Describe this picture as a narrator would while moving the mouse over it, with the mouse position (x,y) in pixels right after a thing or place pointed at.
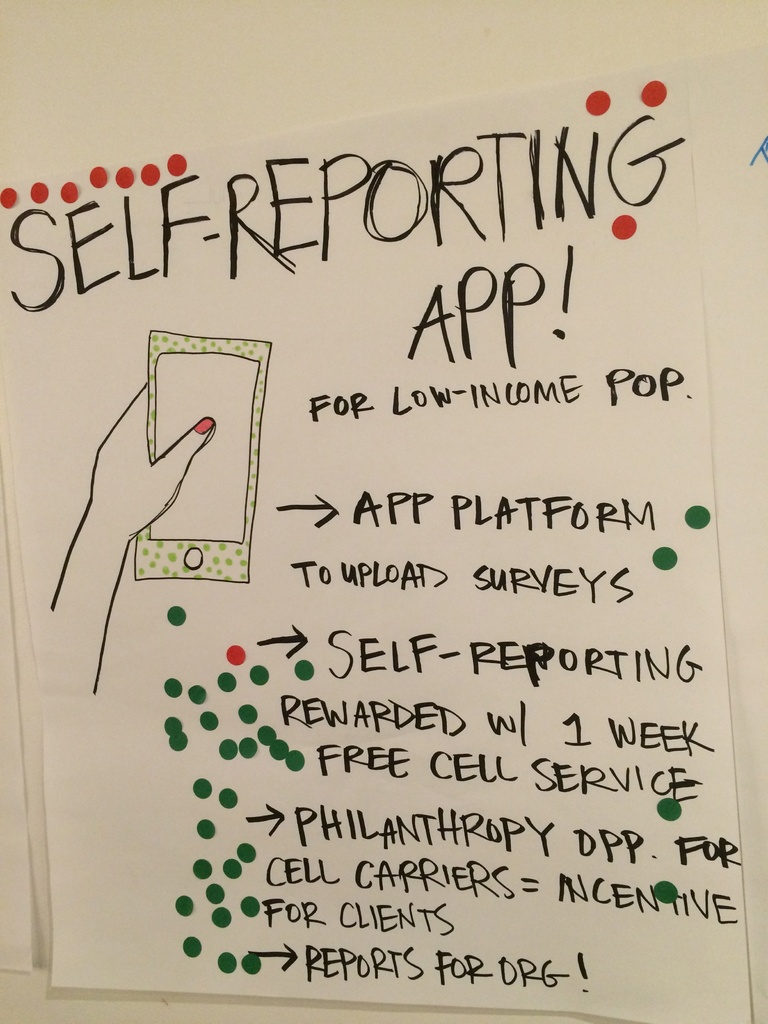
This image consists of a paper (272,903) pasted on the wall (266,59). On which there is a picture (190,493) of a cell phone (239,493) and there is a text (554,766). The wall (381,66) is in white color.
